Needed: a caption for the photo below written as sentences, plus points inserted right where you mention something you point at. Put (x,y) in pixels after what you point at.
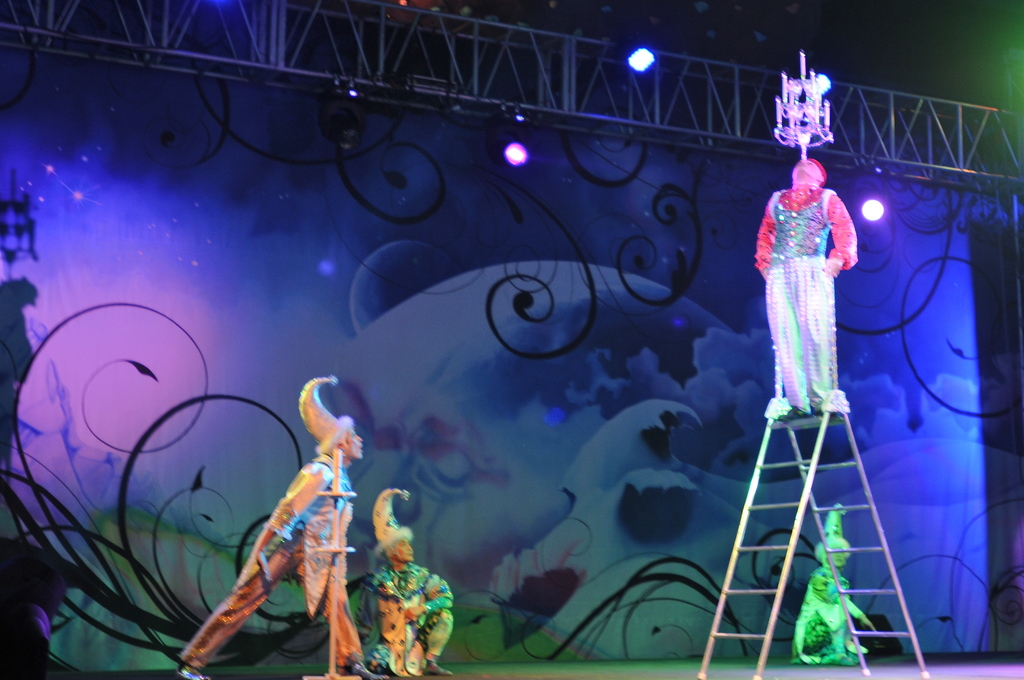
In this image, we can see people (800,199) wearing clothes (391,513). There is a person (797,350) on the right side of the image (809,254) standing on ladder (786,548). In the background (751,518), we can some art (459,410). There are lights (513,161) on support beam (413,31). There is a candle stand (791,93) in the top right of the image (798,121). There is an object (331,667) at the bottom of the image (347,679).
